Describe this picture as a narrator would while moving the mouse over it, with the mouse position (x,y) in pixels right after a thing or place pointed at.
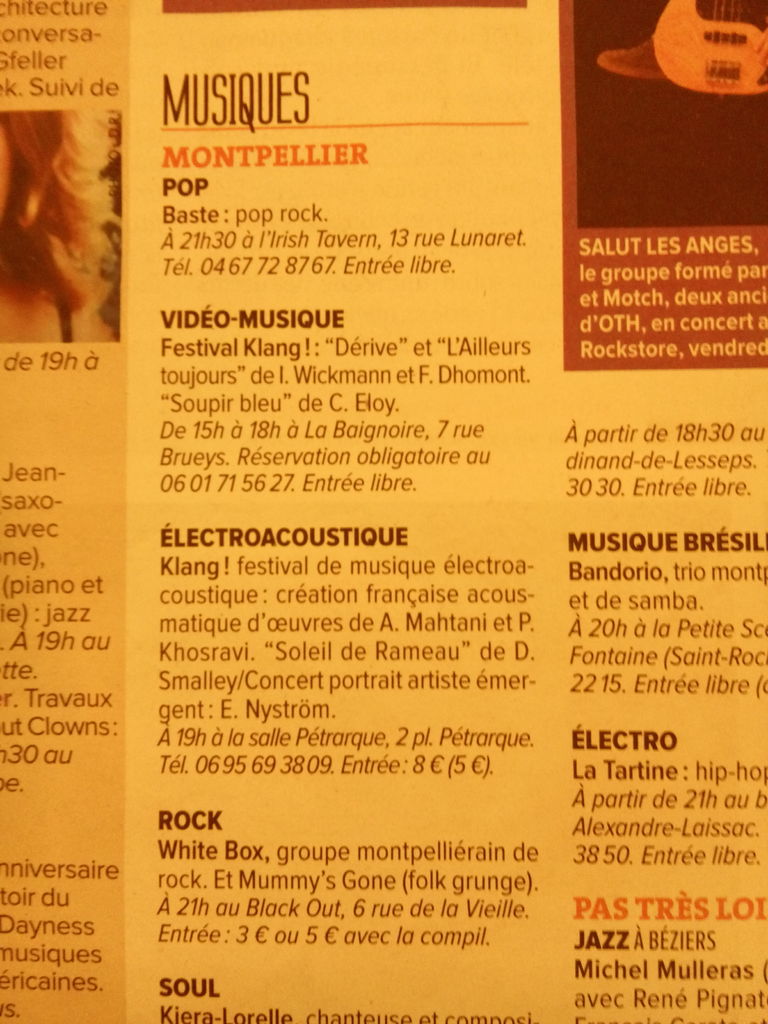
In this picture I can see a paper (412,417), there are numbers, words (311,407) and photos (50,129) on the paper (484,705).
